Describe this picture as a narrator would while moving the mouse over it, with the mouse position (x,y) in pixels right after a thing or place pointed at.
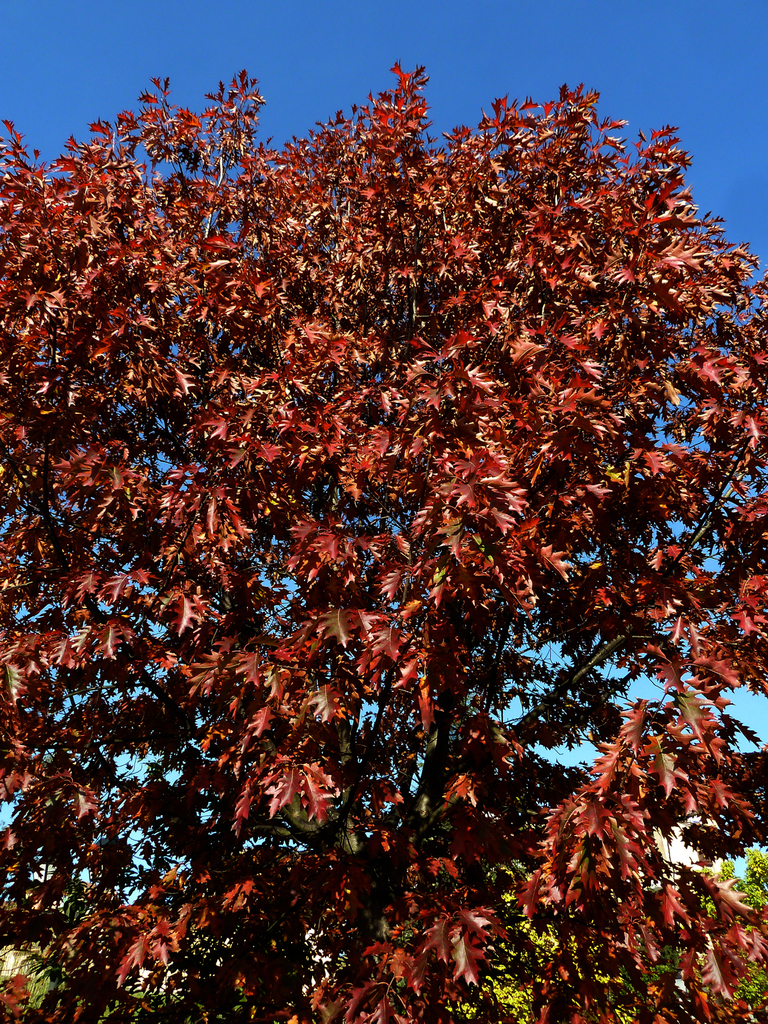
There is a tree (355,738) and the tree (378,370) has orange leaves (402,474), in the background (569,75) there is a sky (618,103).
